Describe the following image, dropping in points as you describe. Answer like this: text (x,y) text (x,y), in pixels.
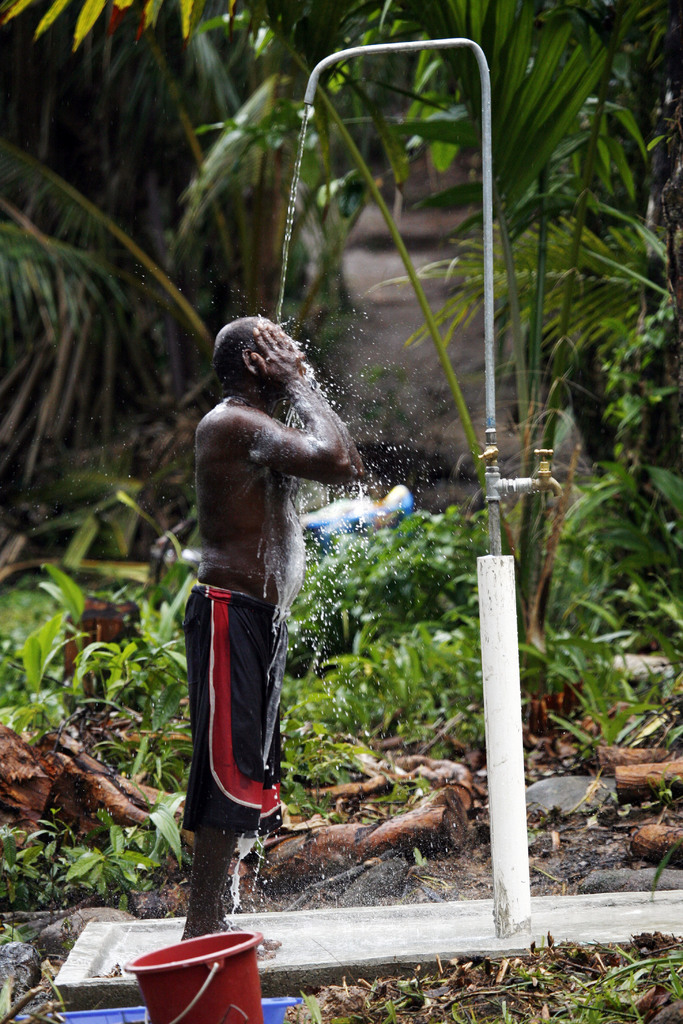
In this image, we can see a person (257,590) taking bath under the water pipe (448,44). At the bottom (167,988), we can see bucket (219,983), blue color object (112,1023) and grass (646,968). Background (18,854) we can see plants (506,507) and trees (679,316). On the right side of the image (543,473), we can see taps (544,475).
